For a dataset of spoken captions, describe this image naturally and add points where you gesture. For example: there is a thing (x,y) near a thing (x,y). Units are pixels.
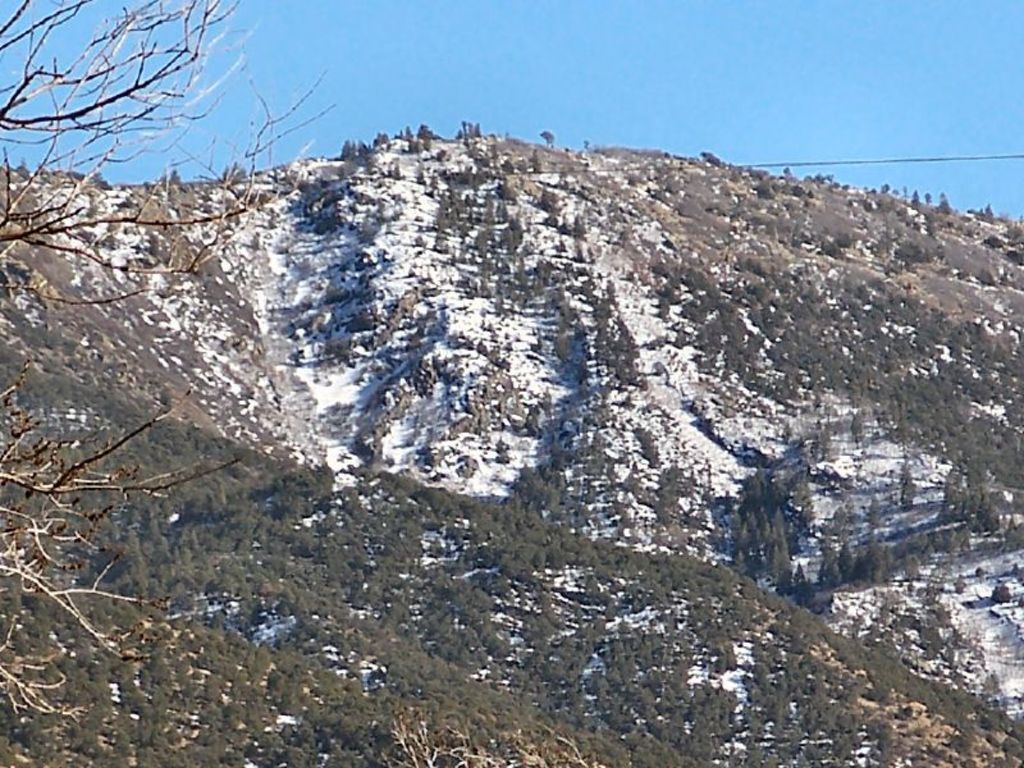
In the image we can see the mountain (595,448), trees (587,570), snow (680,403) and the sky (702,57).
